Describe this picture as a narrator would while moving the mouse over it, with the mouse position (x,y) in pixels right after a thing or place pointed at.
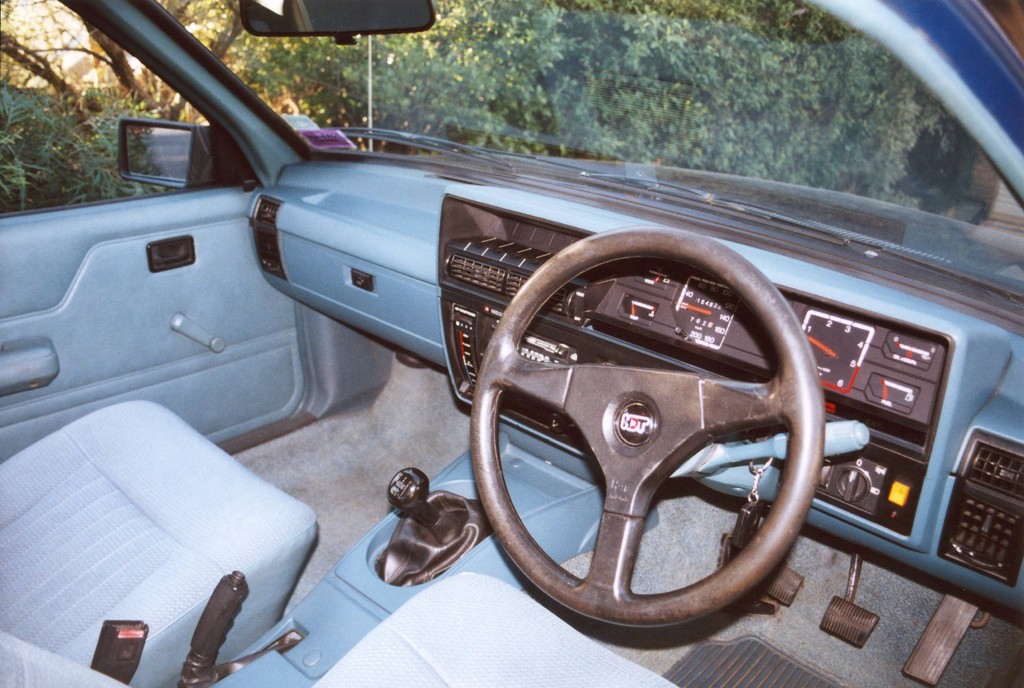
In this image I can see a car (334,573), the steering (509,365), the seats (368,671), the dashboard (512,243) and the windshield (584,100) through which I can see few trees (511,85).
